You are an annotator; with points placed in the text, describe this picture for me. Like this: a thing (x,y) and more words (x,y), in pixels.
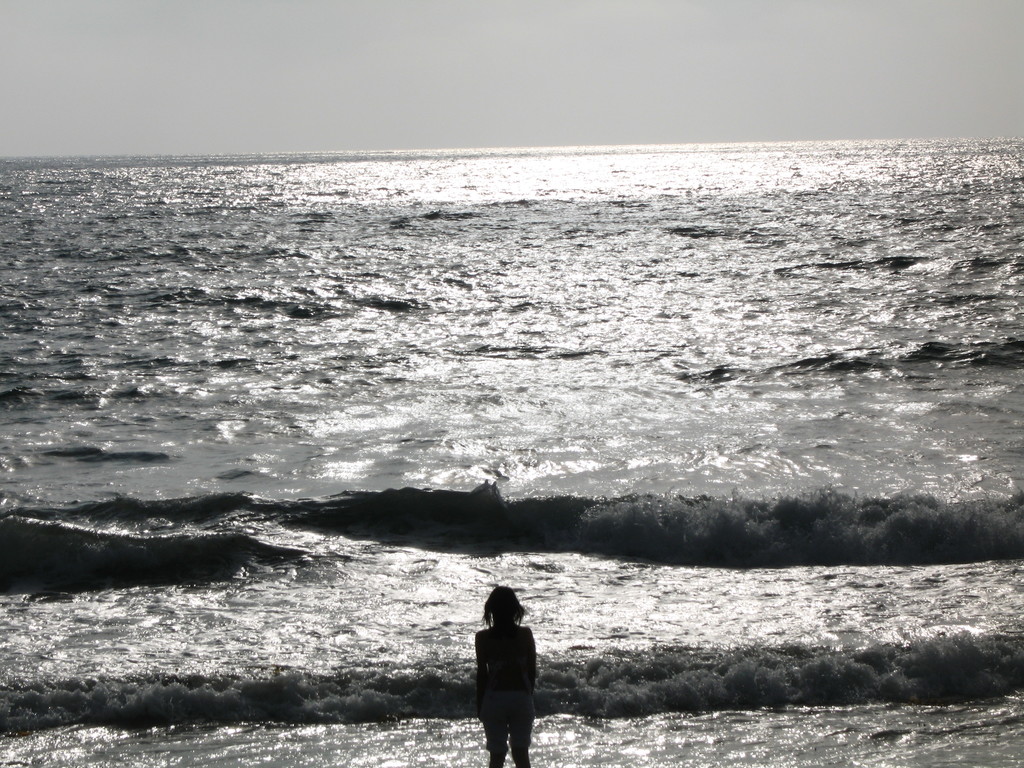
In this image we can see water (604,536) and person (513,712).
